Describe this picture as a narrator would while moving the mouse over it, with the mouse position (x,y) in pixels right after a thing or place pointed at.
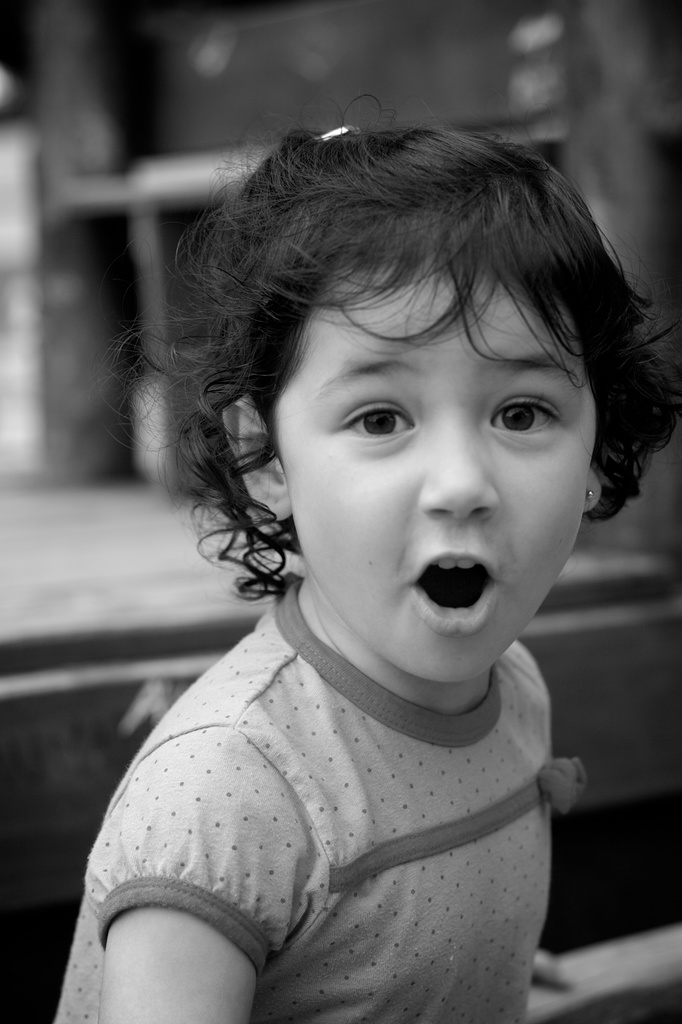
In this image there is a girl (399,655) towards the bottom of the image (462,688), there is a wooden object (609,980) towards the bottom of the image (633,973), there is an object (140,594) behind the girl (212,684) that looks like a stage (110,528), there are objects (61,378) on the stage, the background of the image (487,11) is blurred.
